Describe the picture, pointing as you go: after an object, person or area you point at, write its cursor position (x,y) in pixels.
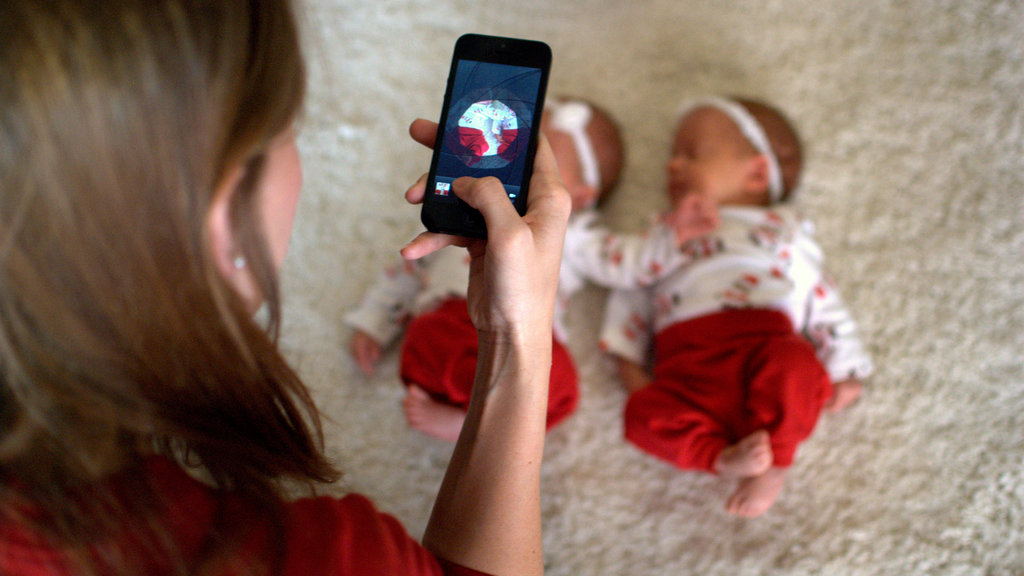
In this picture there is a woman (236,248) holding a phone (475,162) in her hand (490,200). Two babies (583,234) are visible who are lying on a white cloth (575,467).
